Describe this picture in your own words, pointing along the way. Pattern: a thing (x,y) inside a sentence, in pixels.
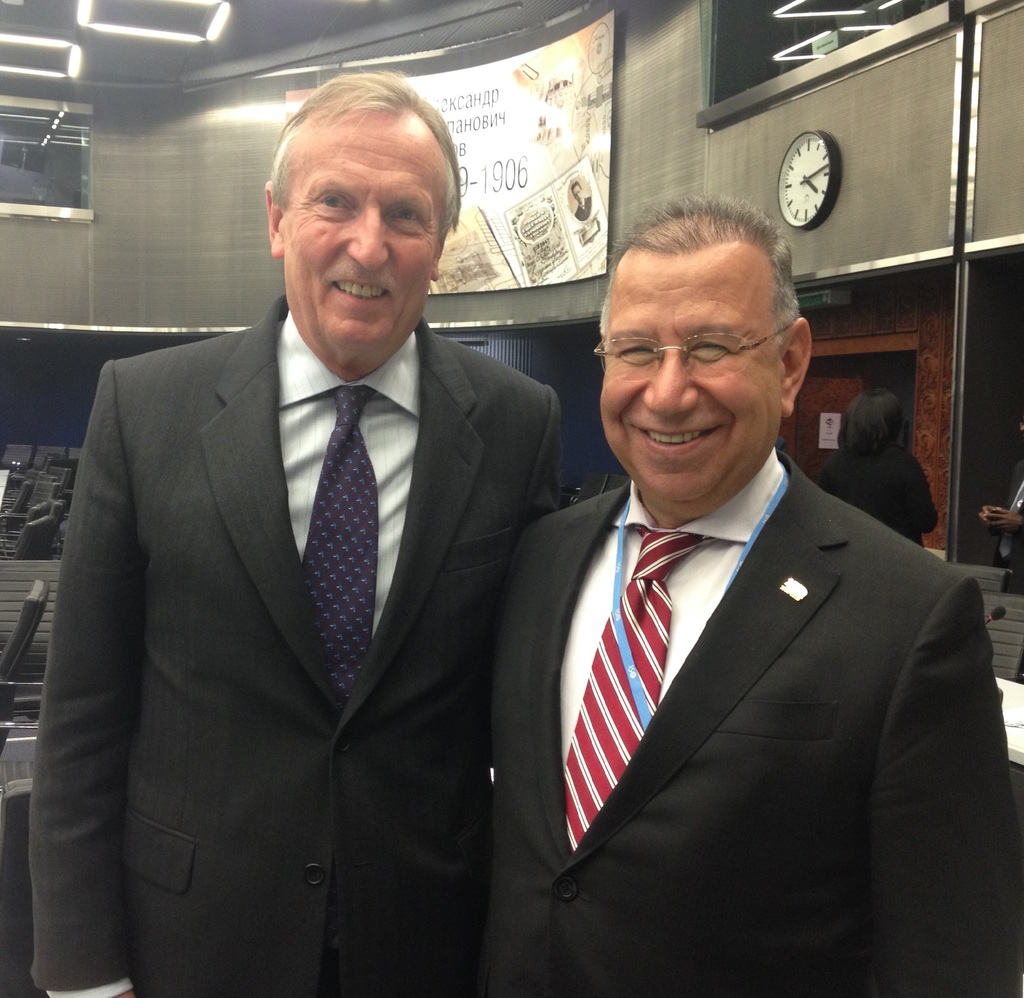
In this image there are two men (544,691) standing. They are smiling. Behind them there are chairs (57,546). To the right (908,499) there is a person (927,500) behind them. At the top (212,173) there is a wall (887,160). There are boards (575,97) and a clock (792,157) on the wall (846,192). In the top left (46,37) there are lights (96,27) to the ceiling (337,9).
